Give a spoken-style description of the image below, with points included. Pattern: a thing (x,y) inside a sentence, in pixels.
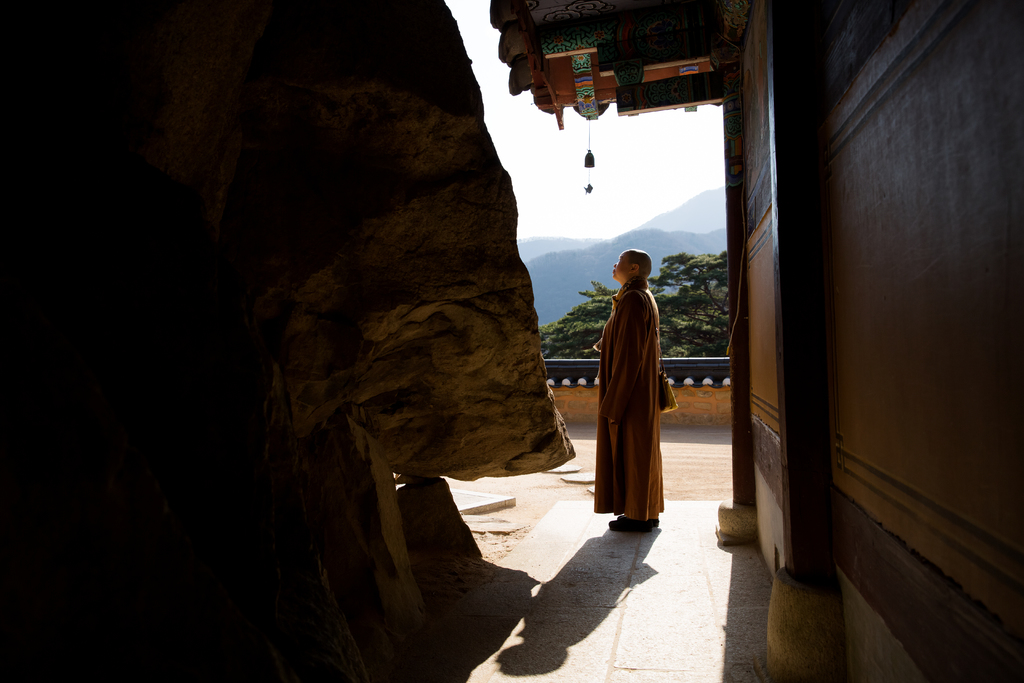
In this picture I can observe a person (613,374) standing on the land (628,586). On the left side (291,76) I can observe a large stone (343,392). On the right side (819,192) there is a house (876,342). In the background (678,312) there are trees (715,299), hills (583,240) and a sky (551,192).
